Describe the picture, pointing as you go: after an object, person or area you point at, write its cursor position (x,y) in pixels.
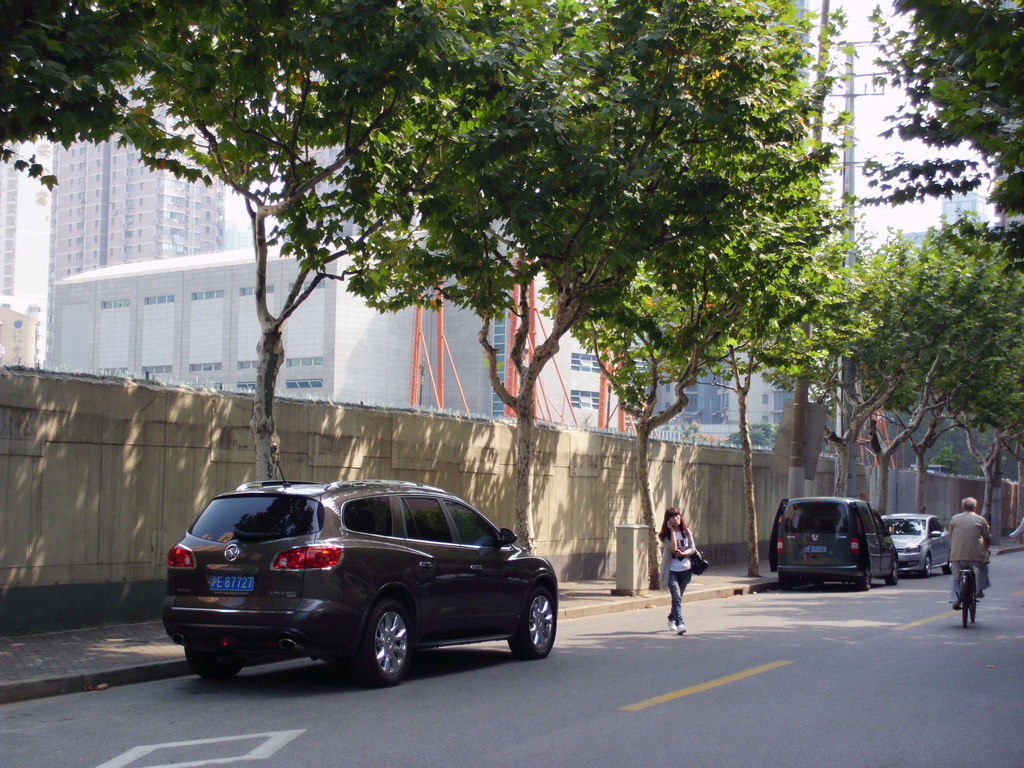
There are some cars (382,583) parked on the side of the road (925,577). There is a man (974,550) cycling a bicycle (967,568). There is a woman (677,571) who is crossing a road (681,681). On the side of the road (696,582), there are some trees (566,220) along the road (745,693), along the side of the road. There a compound wall (454,455) of one of the buildings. We can observe buildings (359,351) in the background (160,326). There is a pole (850,165) on the right side (846,111).
